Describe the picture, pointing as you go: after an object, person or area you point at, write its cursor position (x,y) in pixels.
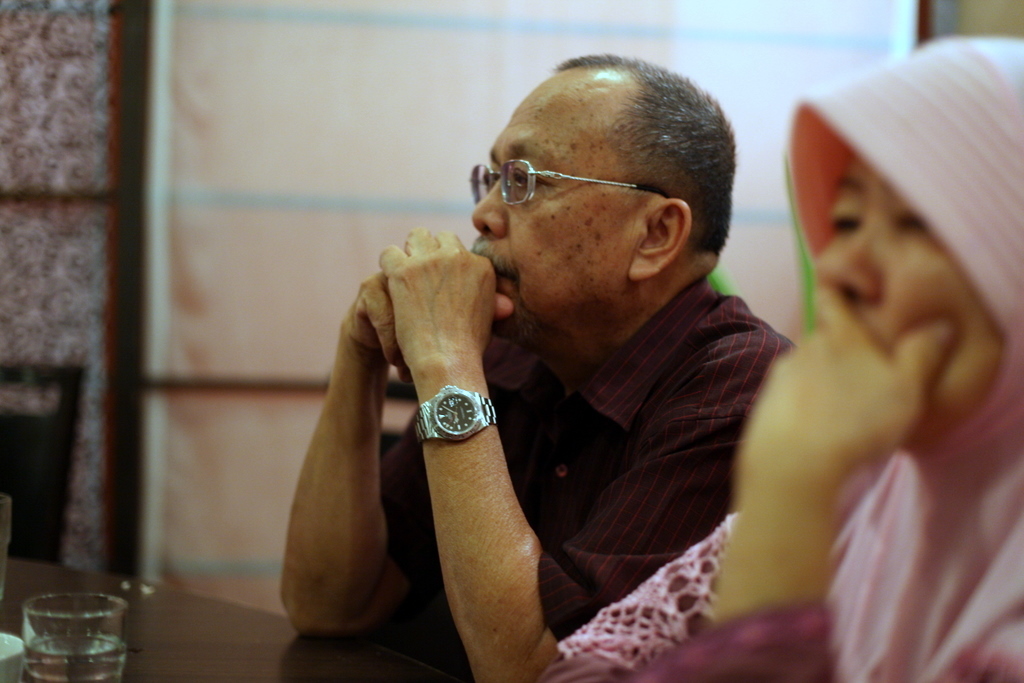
In this image there are two people (577,411) sitting, in front of them on the table (128,611) there is a glass (71,619), behind them there is a wall (199,338) and a chair (58,452).
